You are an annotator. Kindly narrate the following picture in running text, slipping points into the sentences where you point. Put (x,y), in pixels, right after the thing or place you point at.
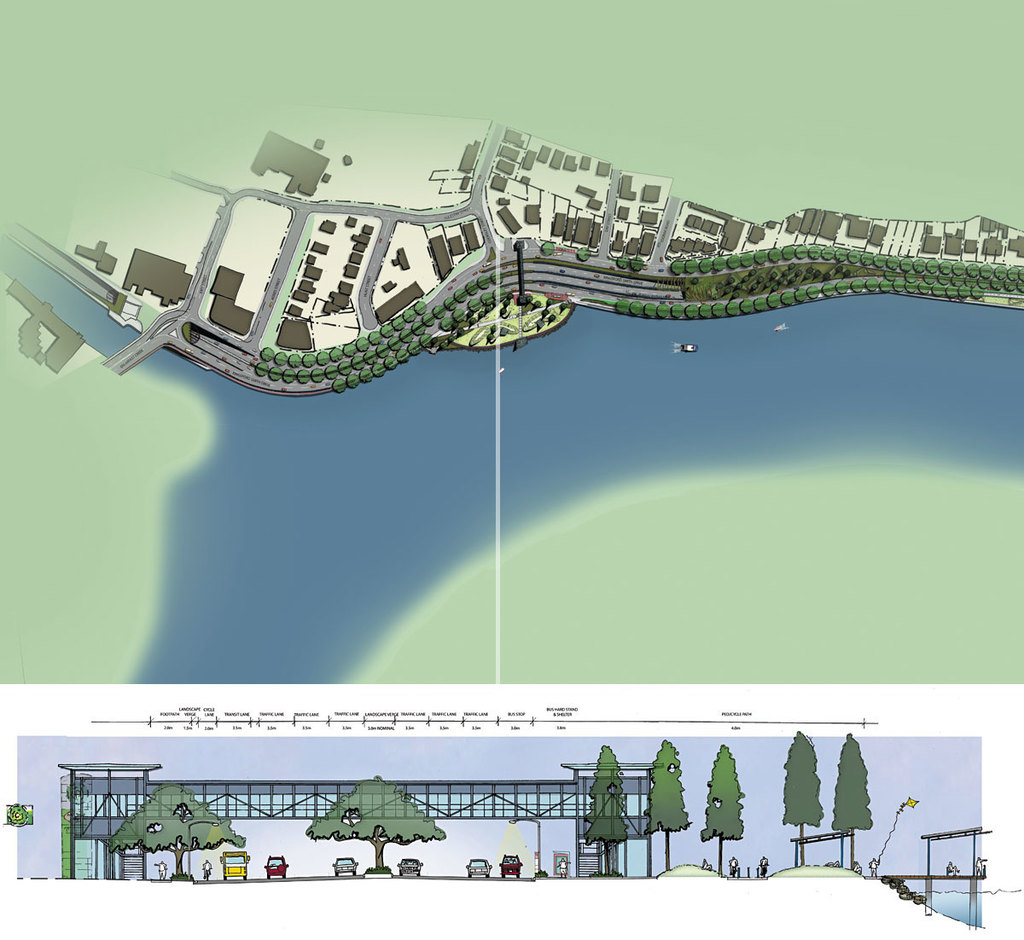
In this animated picture there is an aerial view on the land (597,164). Top of image (416,293) there are few buildings (347,288), roads (365,291) and trees (387,331). Middle of image (473,489) there is water (513,470), beside there is land (668,589). Bottom of image (245,874) there are few vehicles (229,871) are under a bridge (261,799). There are few trees (804,794).
